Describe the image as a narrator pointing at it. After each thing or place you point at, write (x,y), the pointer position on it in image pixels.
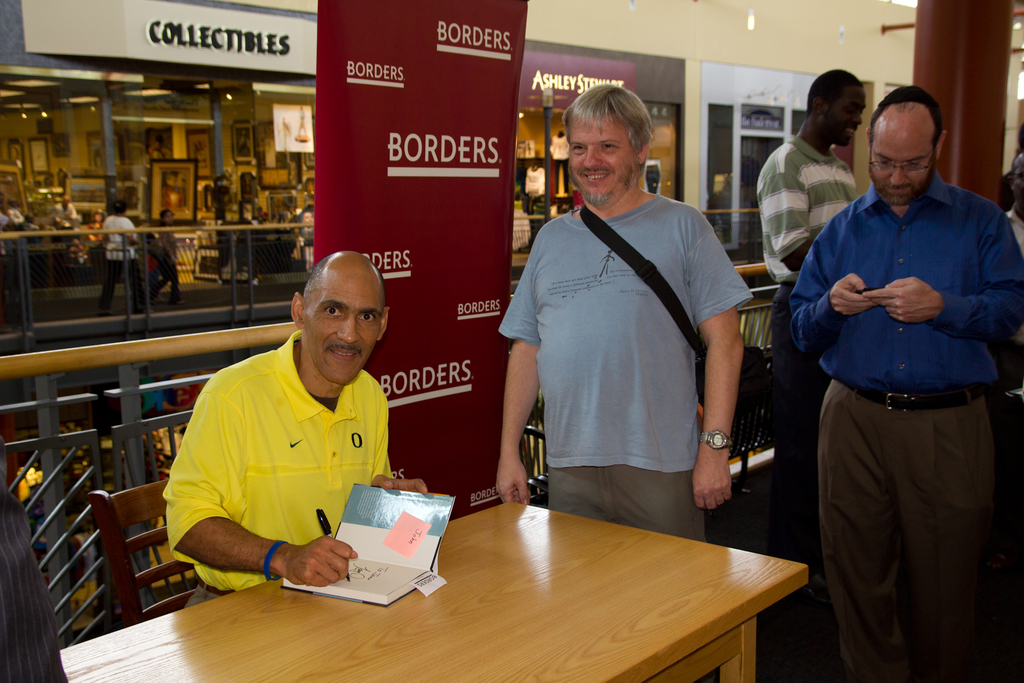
In this image I see 4 men (1022,303) in which this man (320,477) is sitting on chair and holding a pen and there is a book (355,568) on this table (728,657), I can also see these 3 men (587,178) are standing and these 2 are smiling. In the background (510,107) I see the board (323,87), shops (541,195) and few things (22,162) and few people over here.
